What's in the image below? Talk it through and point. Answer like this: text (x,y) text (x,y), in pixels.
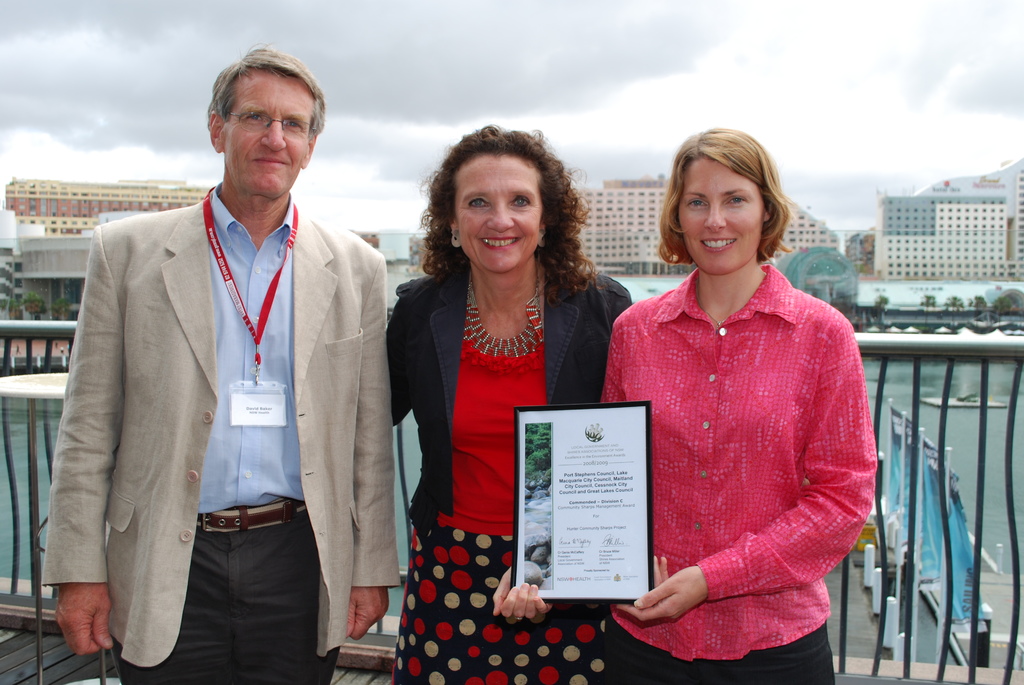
In this image I can see there are three persons (683,377), one person (683,377) holding a frame (618,514), visible in front of fence (944,399), back side of fence (895,351) might be the lake (16,466) and in the middle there are buildings (647,215) visible, at the top (180,26) there is the sky (420,52) visible.
